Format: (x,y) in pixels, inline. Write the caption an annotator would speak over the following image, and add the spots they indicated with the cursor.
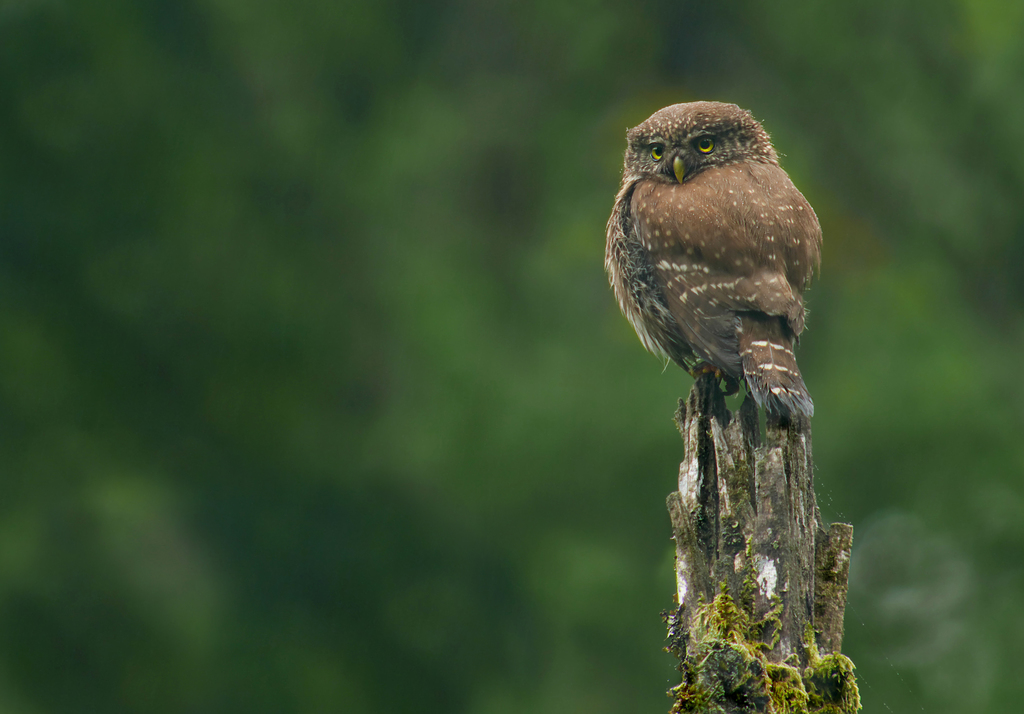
In the picture I can see an owl (737,280) is sitting on the stem (764,597) of a tree (770,564). The background of the image (338,302) is blurred.
